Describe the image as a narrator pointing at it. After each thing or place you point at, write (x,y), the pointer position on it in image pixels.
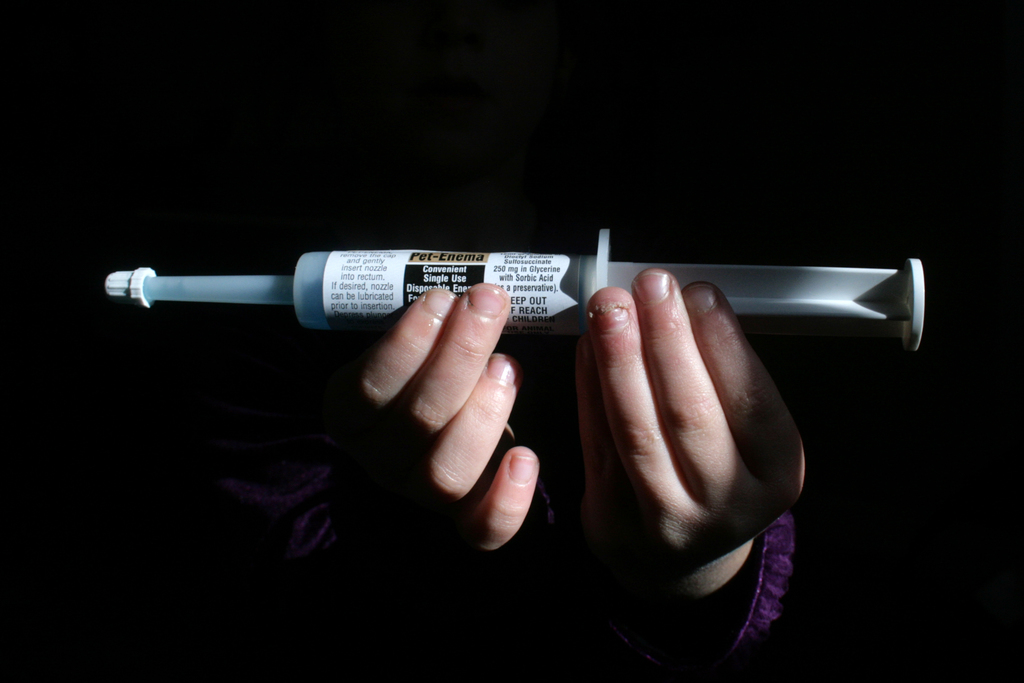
In this image a person's hands (583,444) are visible. He is holding an injection (397,313) which is having some text (535,268) on it.
